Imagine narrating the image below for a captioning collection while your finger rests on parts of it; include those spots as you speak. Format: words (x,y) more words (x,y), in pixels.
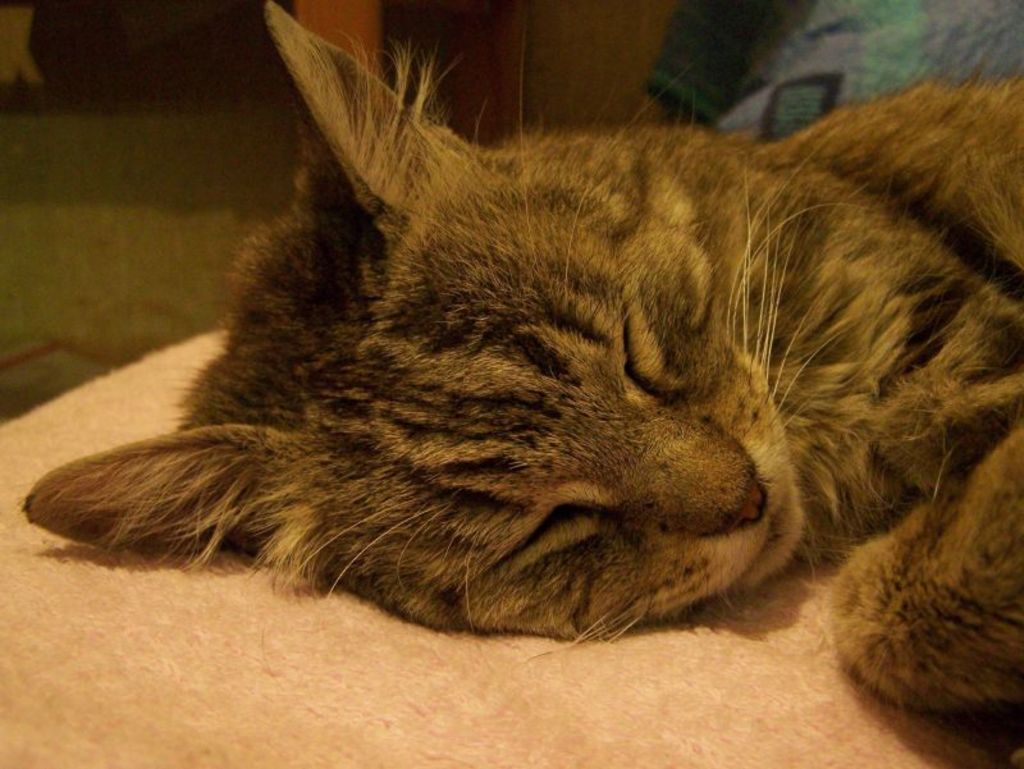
In the picture I can see a cat (619,456) is lying on the surface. In the background (242,155) I can see some objects (9,172).
